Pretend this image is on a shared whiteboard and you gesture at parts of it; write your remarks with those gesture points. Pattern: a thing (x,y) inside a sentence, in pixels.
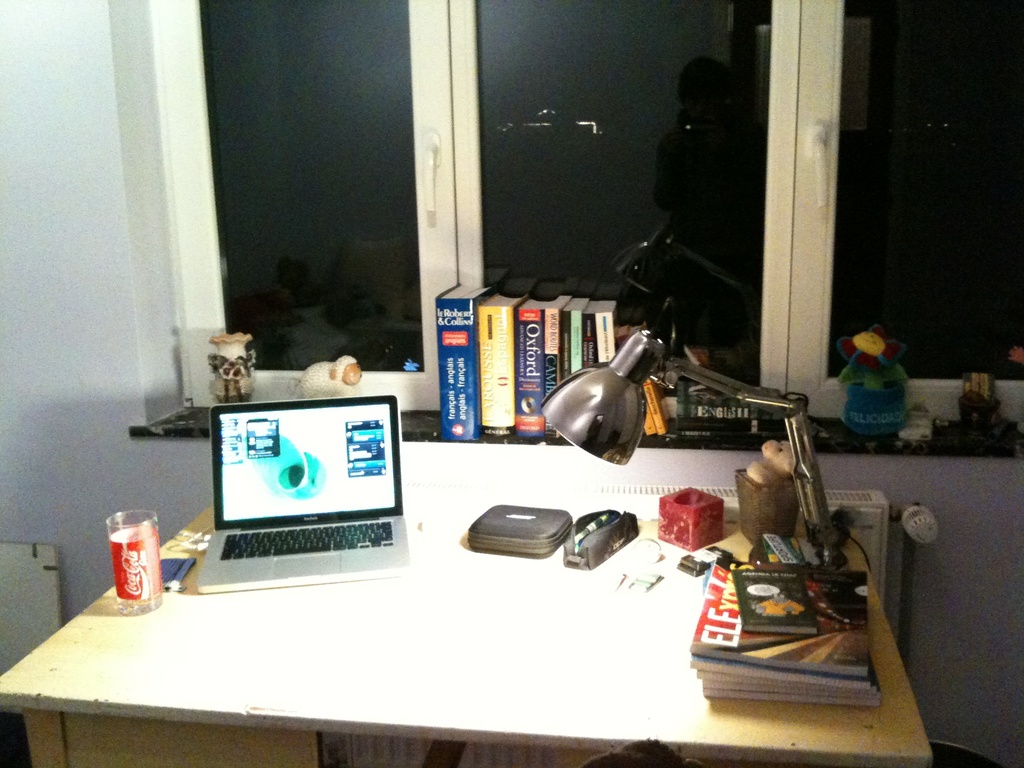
This is the wooden table (326,660) with a laptop (245,545), tumbler (153,601), pouch (611,539), pen stand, books (718,613) and a study lamp (608,422) placed on the table (679,704). These are the books (591,341), a small flower vase (249,392), toy (323,383) and some objects (864,423) placed near the window (369,211). these are the windows (621,202) with the doors (826,151). These are the door handles (820,138).
